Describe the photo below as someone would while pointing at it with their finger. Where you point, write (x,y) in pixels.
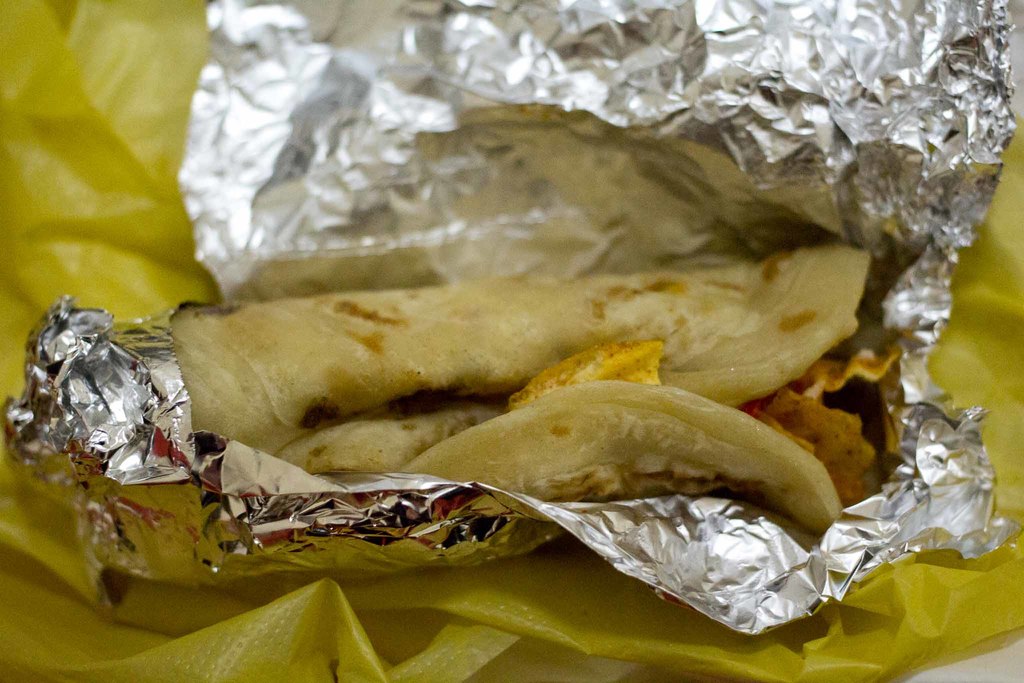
In the center of the image (494,448) there is a chapati (492,316) rolled in a silver foil (384,67). At the bottom of the image (386,577) there is a yellow color cover (517,606).
